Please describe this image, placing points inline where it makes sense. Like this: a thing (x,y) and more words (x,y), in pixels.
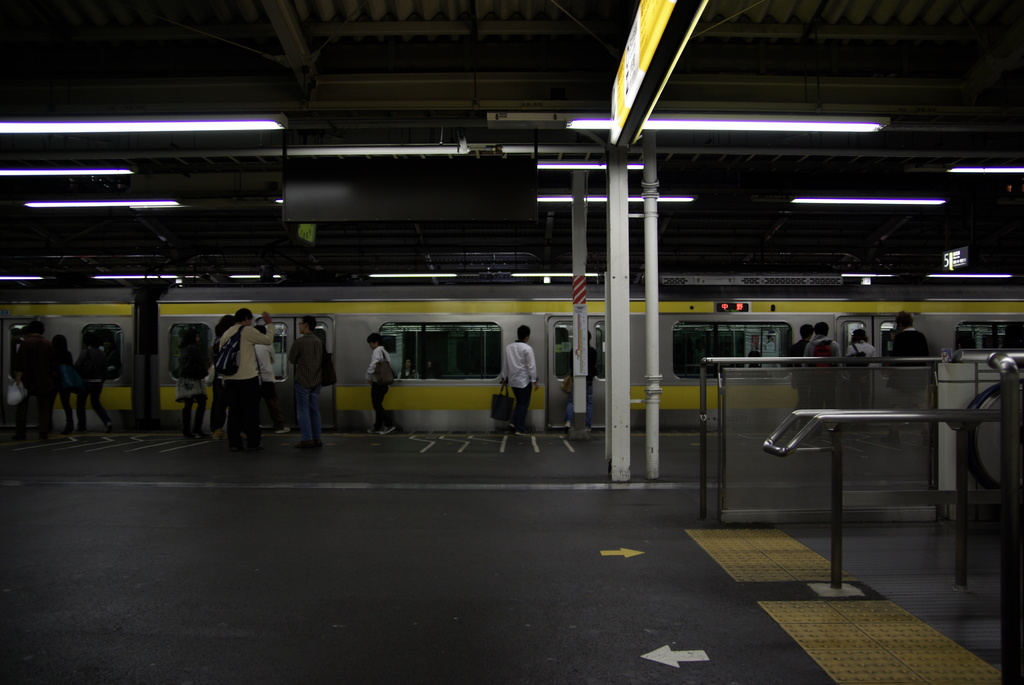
In this image in front there are people (527,334) standing in front of the train (514,320). In front of the image there is a metal fence (816,447). There is a display board (665,75). On top of the image (678,120) there are lights (278,122). At the bottom of the image (368,571) there is a platform (358,578).
